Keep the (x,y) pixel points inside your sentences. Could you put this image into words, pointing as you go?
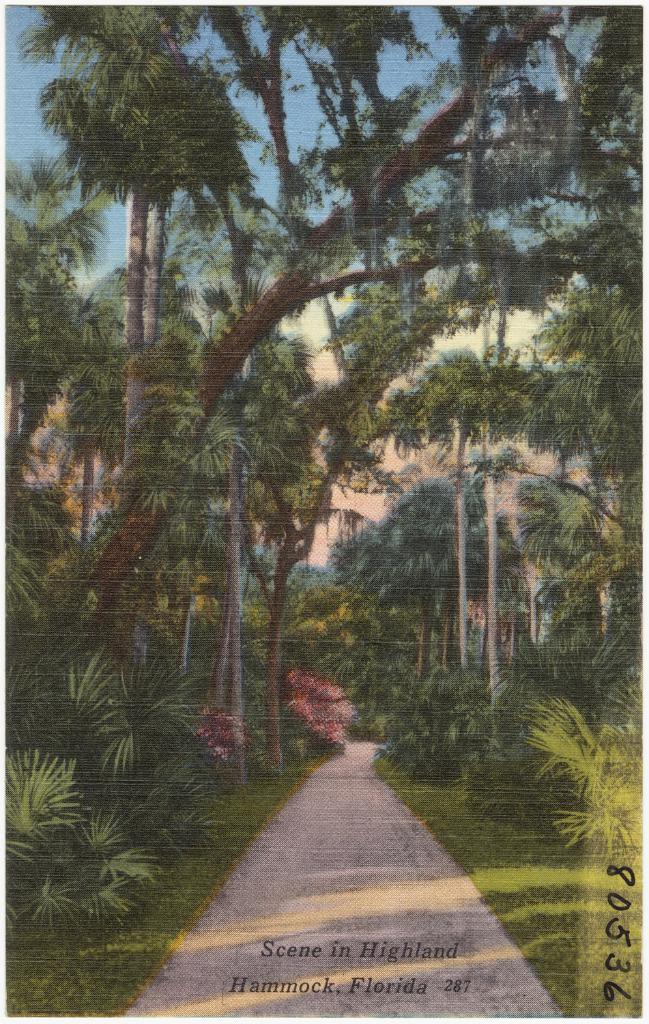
In this picture I can see group of trees (157,567) and grass (508,818) and the sky (521,331) visible, at the bottom (307,908) I can see the road (307,908). and text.
